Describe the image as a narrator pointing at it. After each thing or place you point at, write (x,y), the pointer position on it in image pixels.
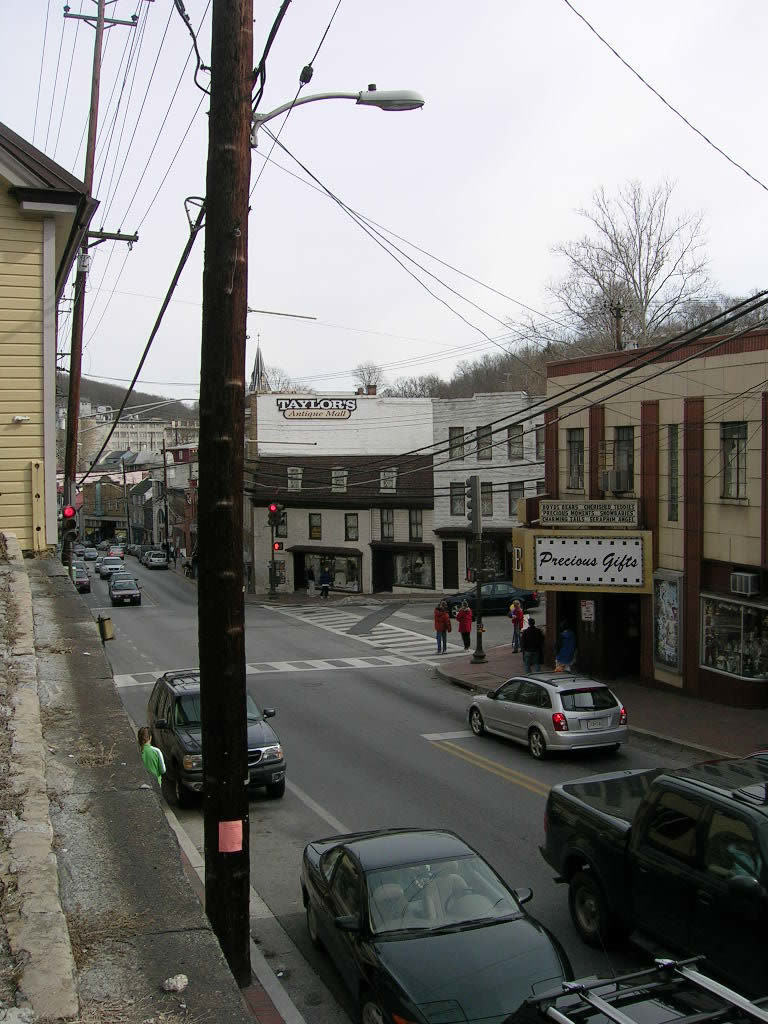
In this picture there are poles (201,483) in the image and there are cars (475,704) on the road (470,694) and there are buildings (384,426), trees (408,392), and posters (296,407) in the background area of the image (287,426).
